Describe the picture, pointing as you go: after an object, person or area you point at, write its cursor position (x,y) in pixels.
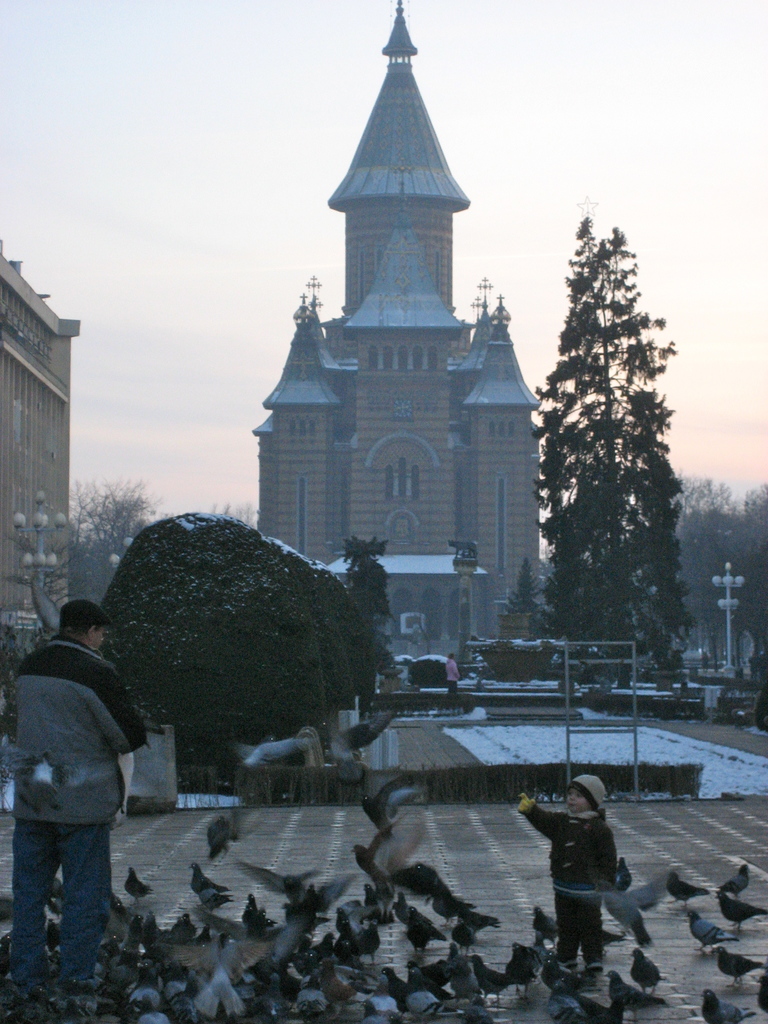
In this picture we can see people (76,868) on the ground (357,879), here we can see birds (330,885) and in the background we can see buildings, trees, poles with lights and the sky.
